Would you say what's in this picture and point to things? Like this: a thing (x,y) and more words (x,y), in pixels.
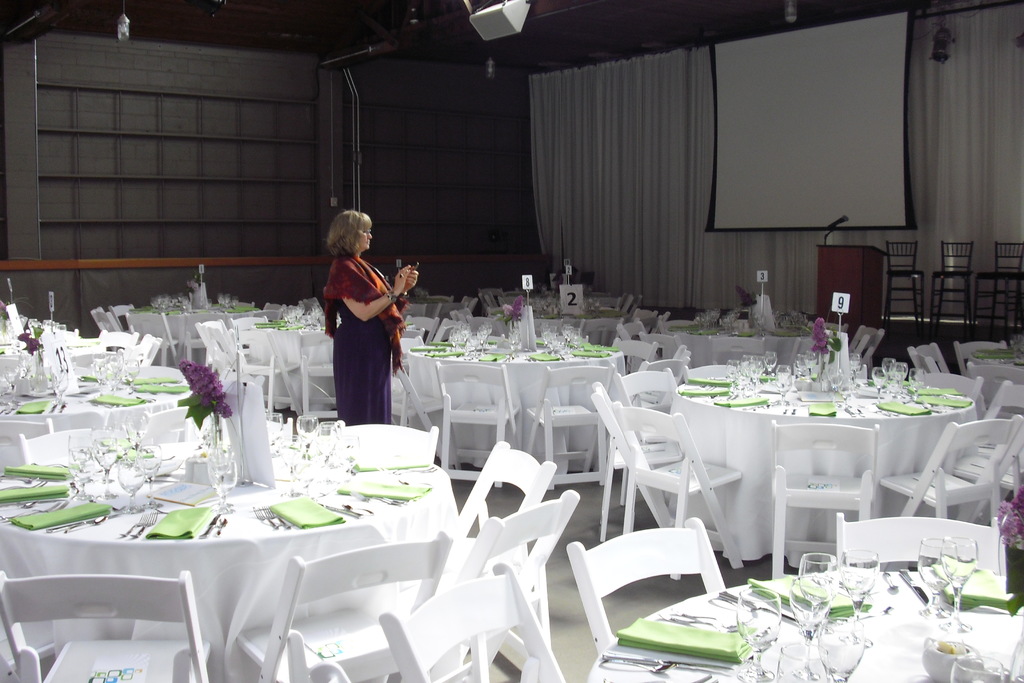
In the middle (384,292) a woman (389,287) is standing. There are tables (612,673) and chairs (105,591) in this room (502,217) and a curtain (563,197) in the right (717,275).
